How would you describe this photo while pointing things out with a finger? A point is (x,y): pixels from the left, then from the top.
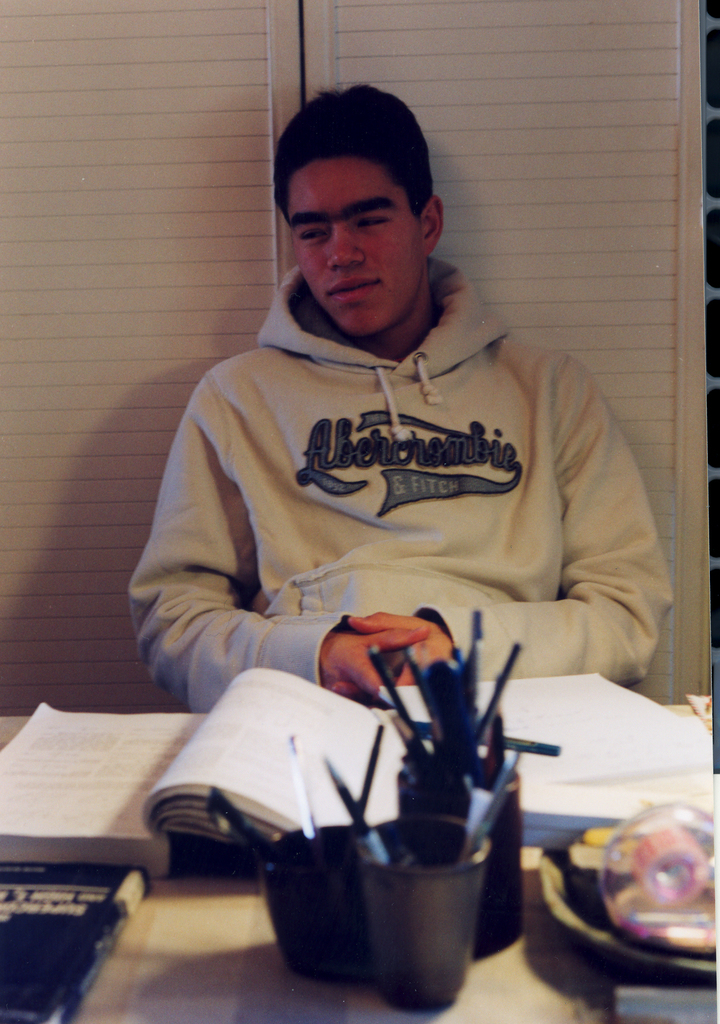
In this picture we can see a man (295,433) is sitting. In front of the man (276,452), there is a table (171,941) and on the table (171,941), there are books (72,947), pen stands (301,878) and some other objects (577,892). Behind the man (318,475), there is a wall (126,157).
